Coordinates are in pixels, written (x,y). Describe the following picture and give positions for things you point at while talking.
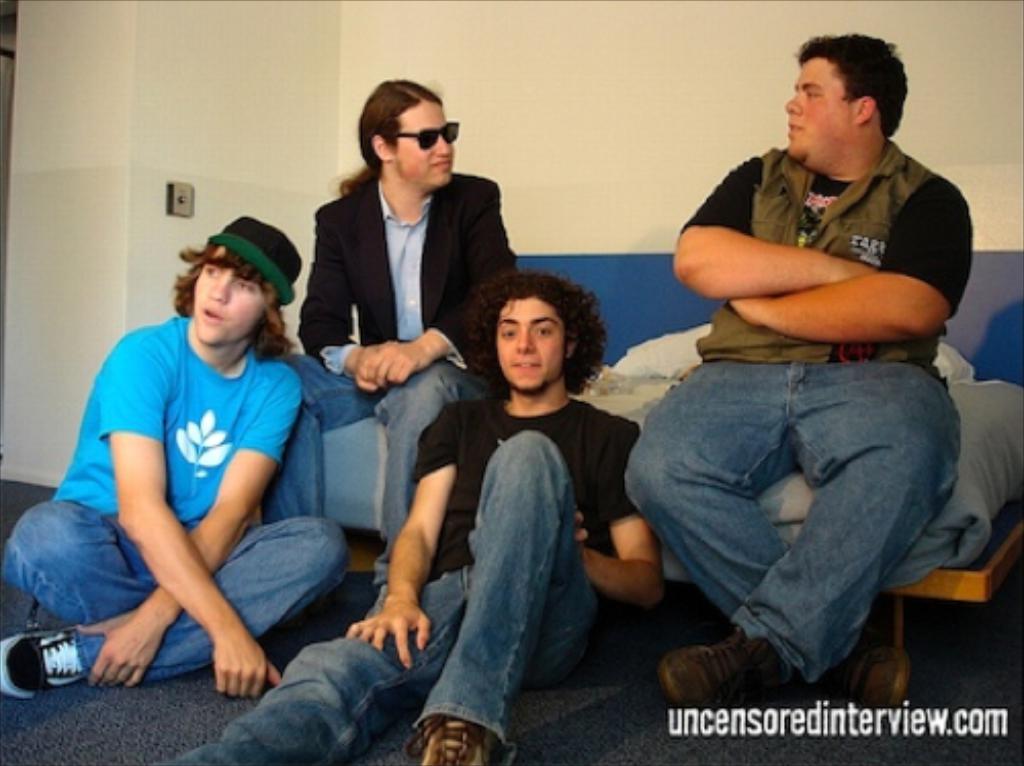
In this image I can see four men (367,240) are sitting. I can see one of them is wearing a cap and one is wearing black shades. Behind them I can see a bed (971,429), few clothes (980,390) and a blue colour thing (644,269). I can also see a watermark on the bottom right side of this image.
